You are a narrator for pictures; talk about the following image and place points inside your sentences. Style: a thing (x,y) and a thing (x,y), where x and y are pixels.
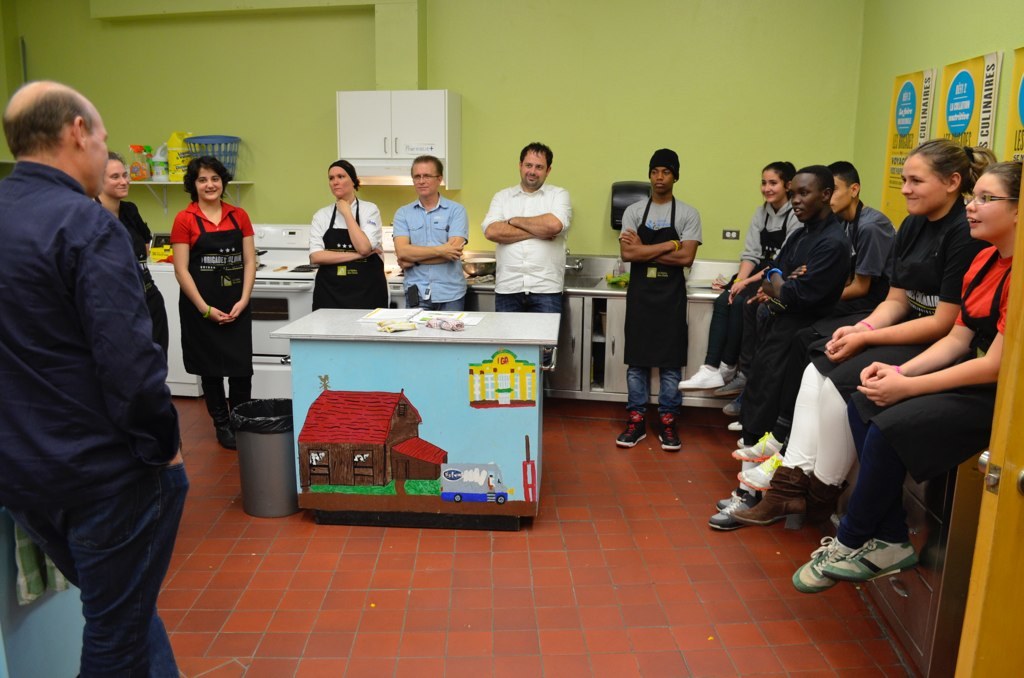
In this image we can see people (673,397) and few of them are sitting on the platform (941,622). Here we can see a table (418,462), bin (260,511), oven (297,253), stove (282,253), basket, bottles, cupboards (351,156), boards (987,130), and few objects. In the background (516,136) we can see wall (579,83).
